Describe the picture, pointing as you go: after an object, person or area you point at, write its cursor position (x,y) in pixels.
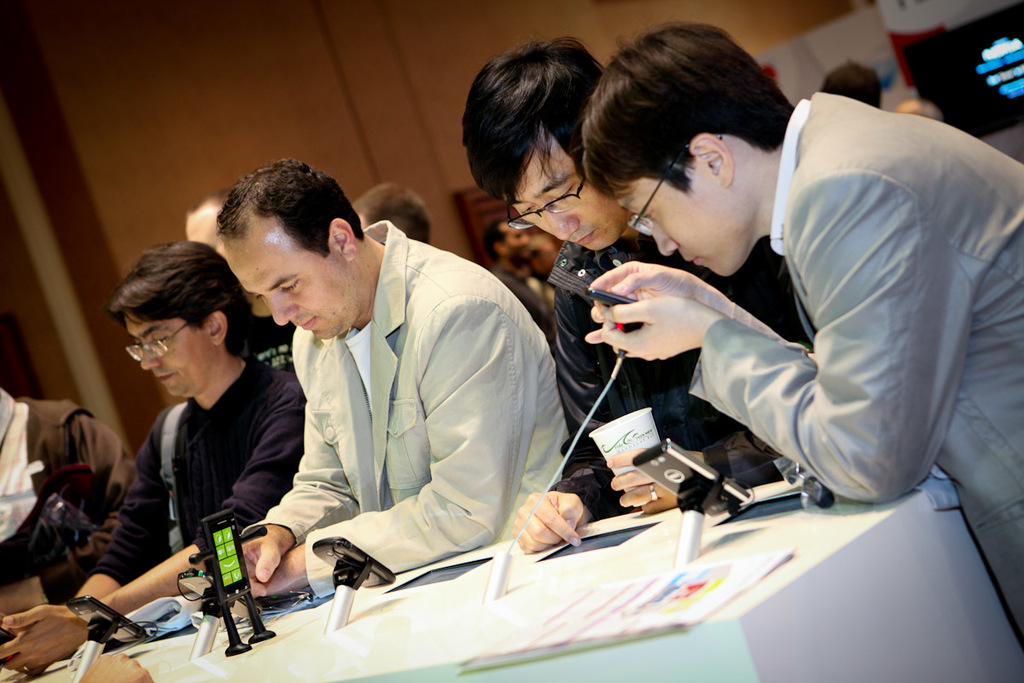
In the picture I can see some people (520,418) are standing in front of the table (626,568), on which we can see some objects (408,583) along with some papers (696,623).
